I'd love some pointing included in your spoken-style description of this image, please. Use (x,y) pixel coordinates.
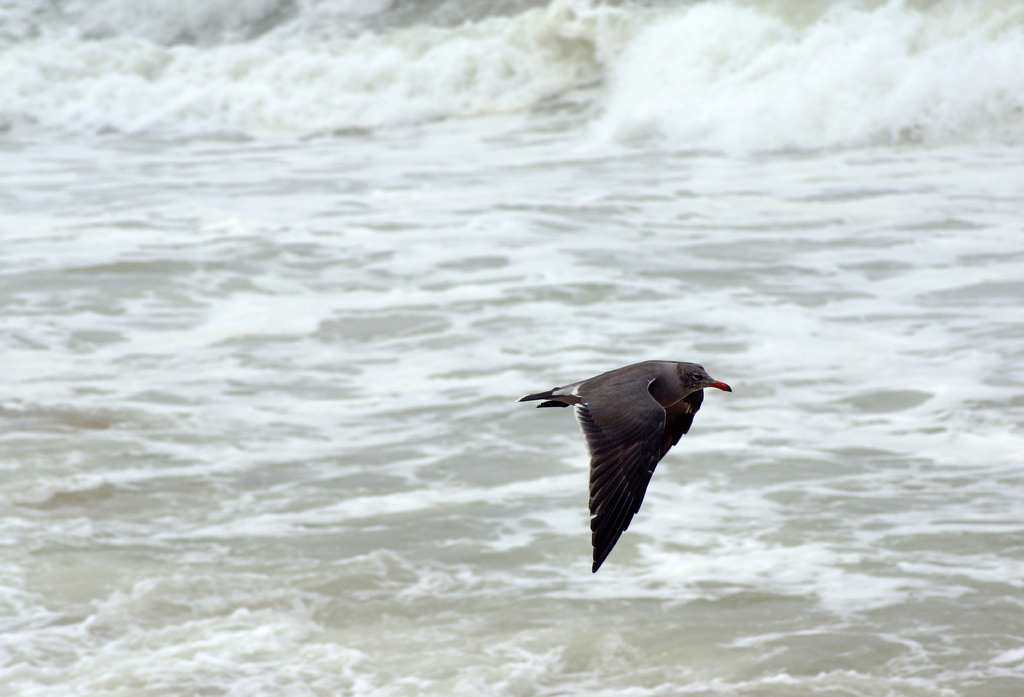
In this image we can see a bird (632,449) which is in black color flying in air and we can see some water (438,216).
